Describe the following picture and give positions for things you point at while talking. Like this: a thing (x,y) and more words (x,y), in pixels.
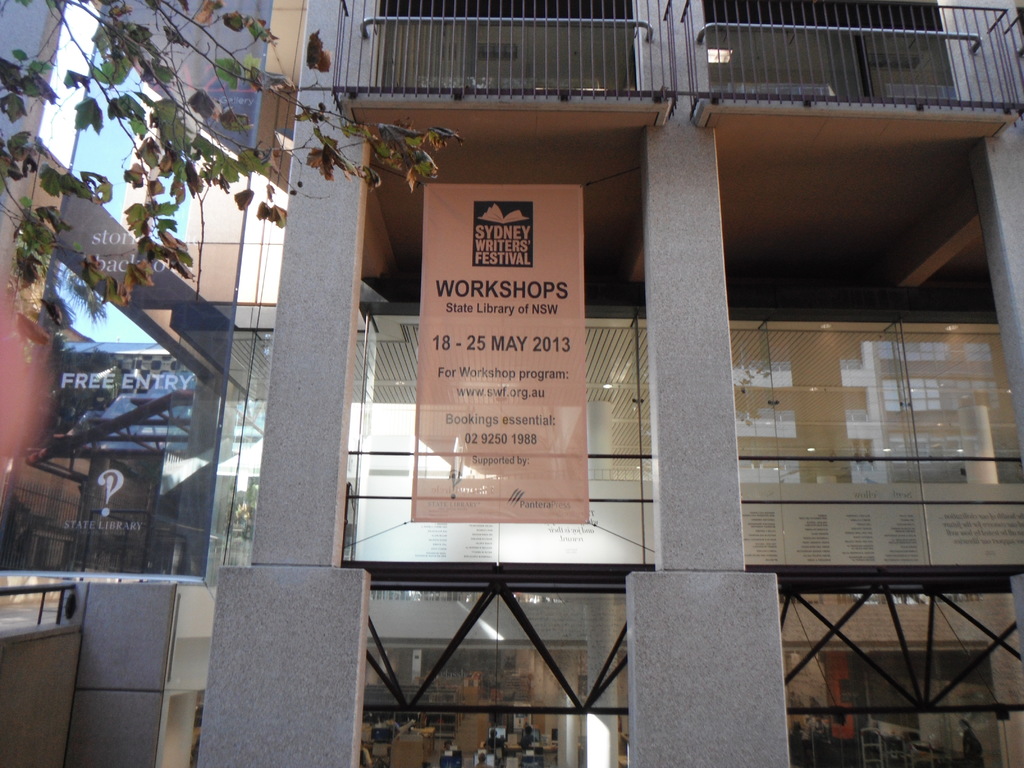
In this image we can see a building (376,672) and there is a poster (554,391) with some text (479,406) and we can see some boards (174,200) with the text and there are some other objects (862,741) and on the left side of the image (14,69) we can see a tree (14,84).
